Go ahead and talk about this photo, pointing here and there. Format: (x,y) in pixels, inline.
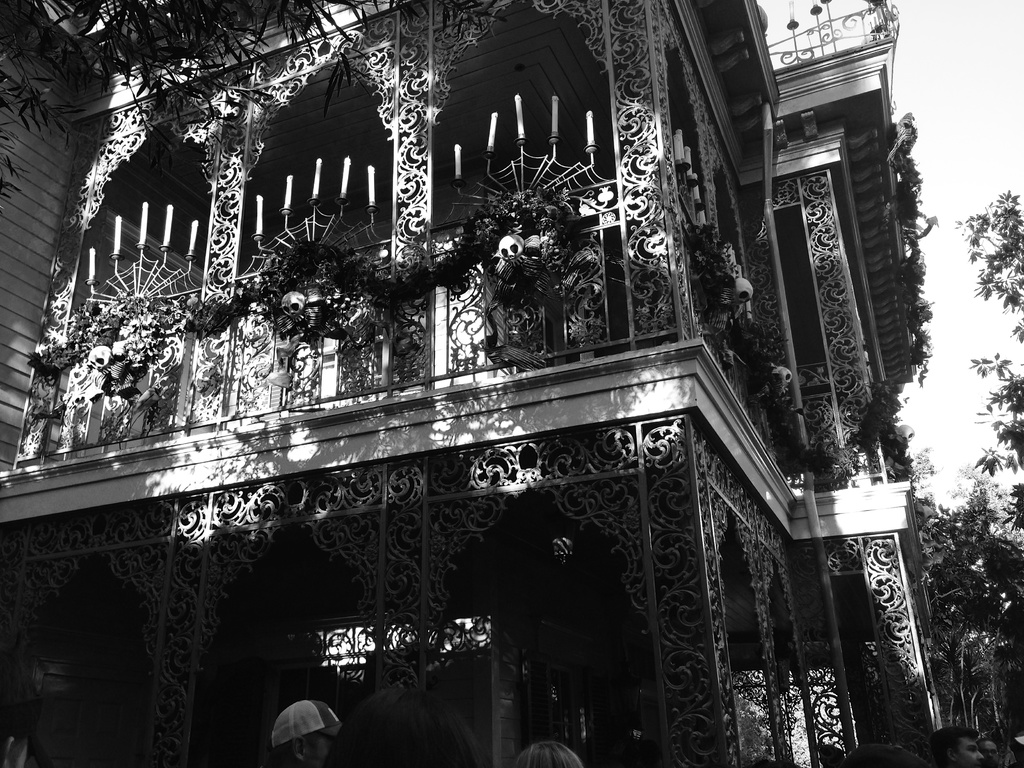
In this image we can see a black and white picture of a building (672,554) with a group of candles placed on it. In the foreground of the image (450,752) we can see group of people (369,751) standing. One person (321,728) wearing a cap (294,726). In the background (1017,596), we can see a group of trees (983,560) and sky (976,168).
